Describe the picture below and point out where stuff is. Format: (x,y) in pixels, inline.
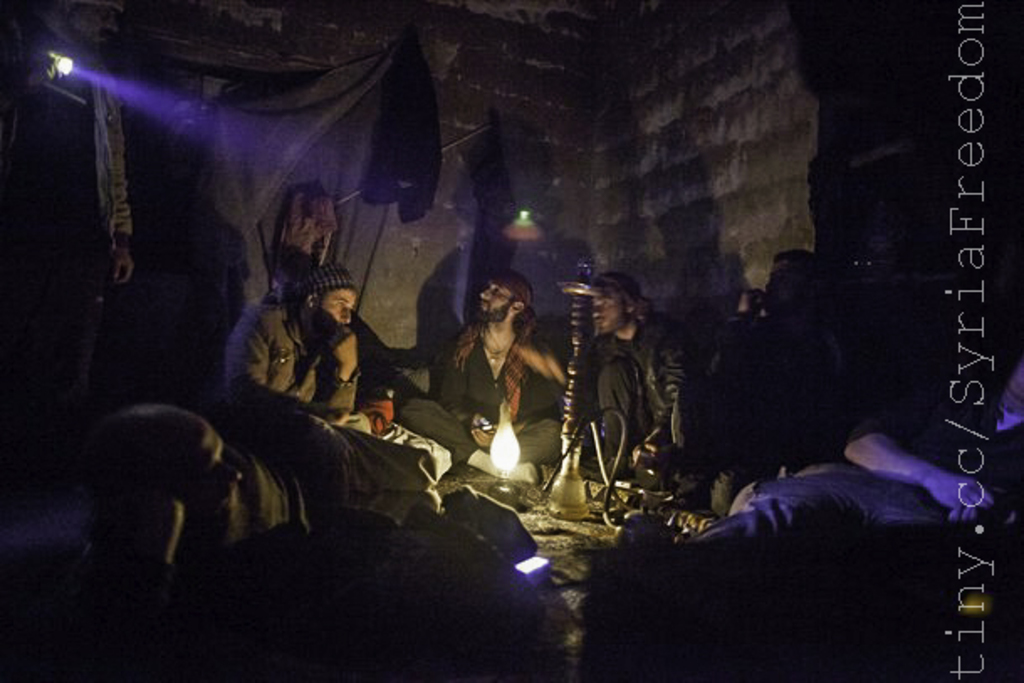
In this image we can see some persons (438,525) sitting, in front (506,407) the persons (488,450) there is a lamp (504,455) and in the background (415,234) there is a wall (520,151) with a light (130,87).
